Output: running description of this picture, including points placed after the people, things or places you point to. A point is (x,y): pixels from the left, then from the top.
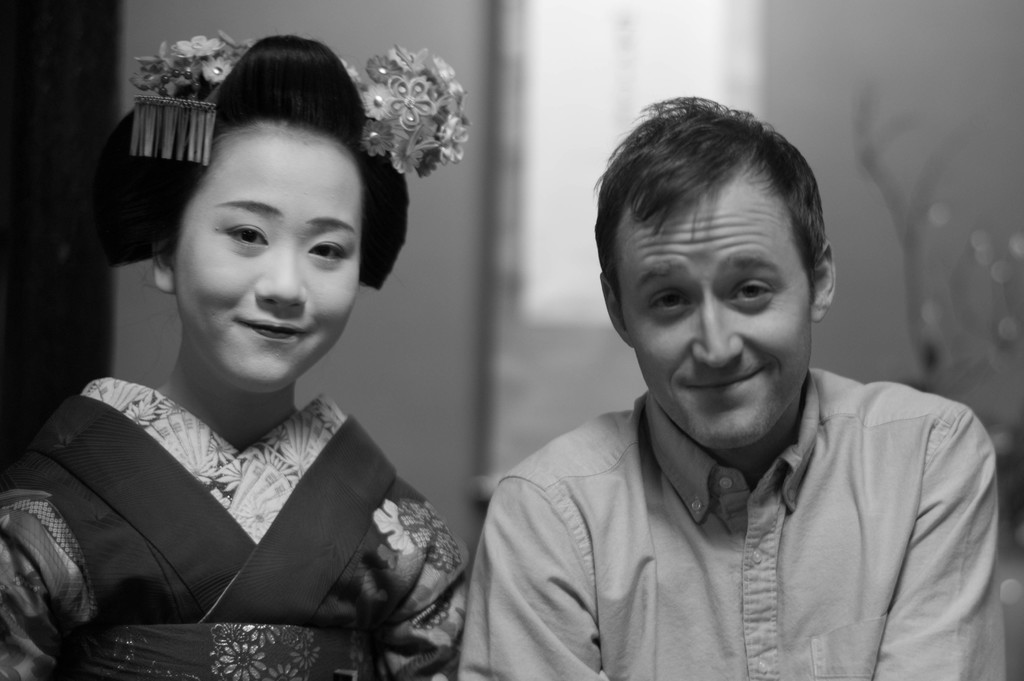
In this image I can see two people (720,452) are smiling. Background (482,245) is blurred. The image is in black and white.
